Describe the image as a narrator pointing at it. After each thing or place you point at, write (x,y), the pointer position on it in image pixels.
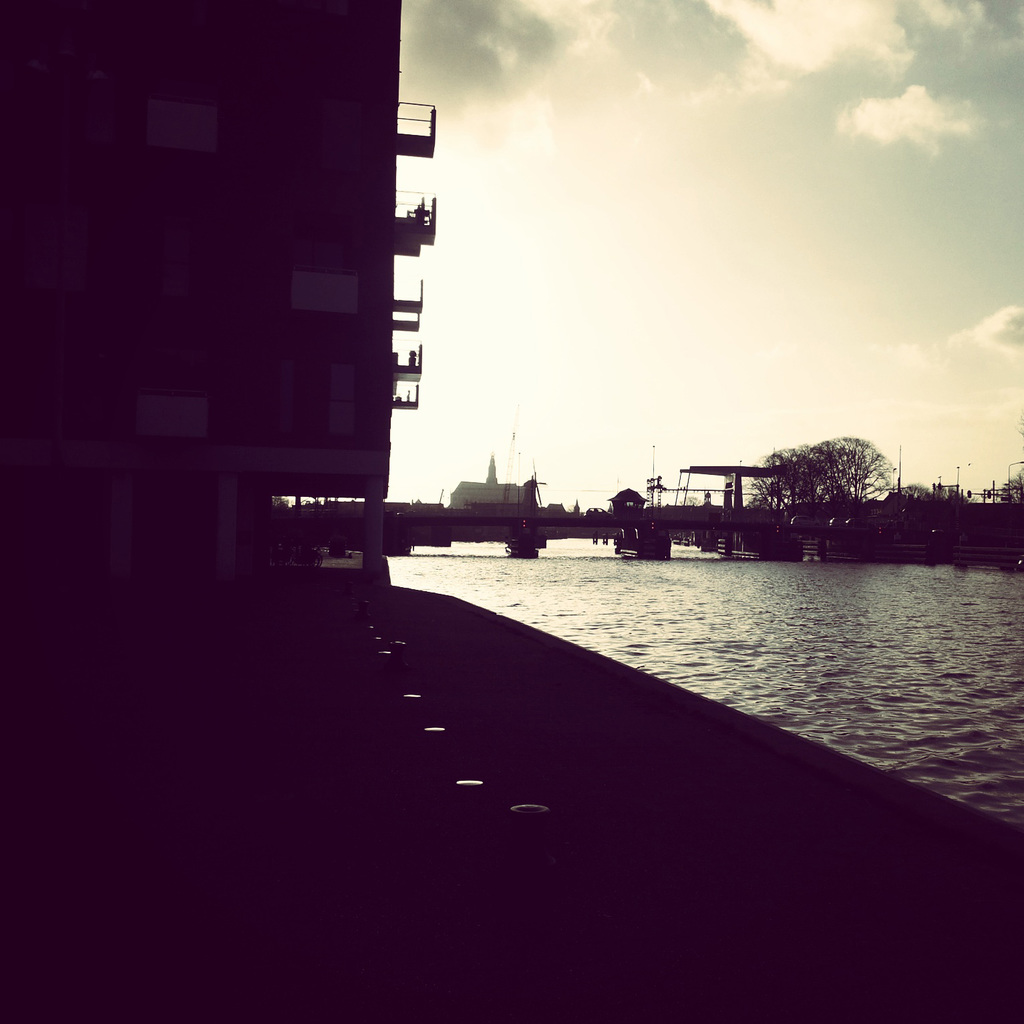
In this image we can see a building (334,479) with railings (422,105). To the right side of the image (827,643) we can see a bridge (713,538), water (745,615), a group of trees (837,492), poles (654,504). In the background (572,497), we can see a building (489,486) and the cloudy sky (651,278).
